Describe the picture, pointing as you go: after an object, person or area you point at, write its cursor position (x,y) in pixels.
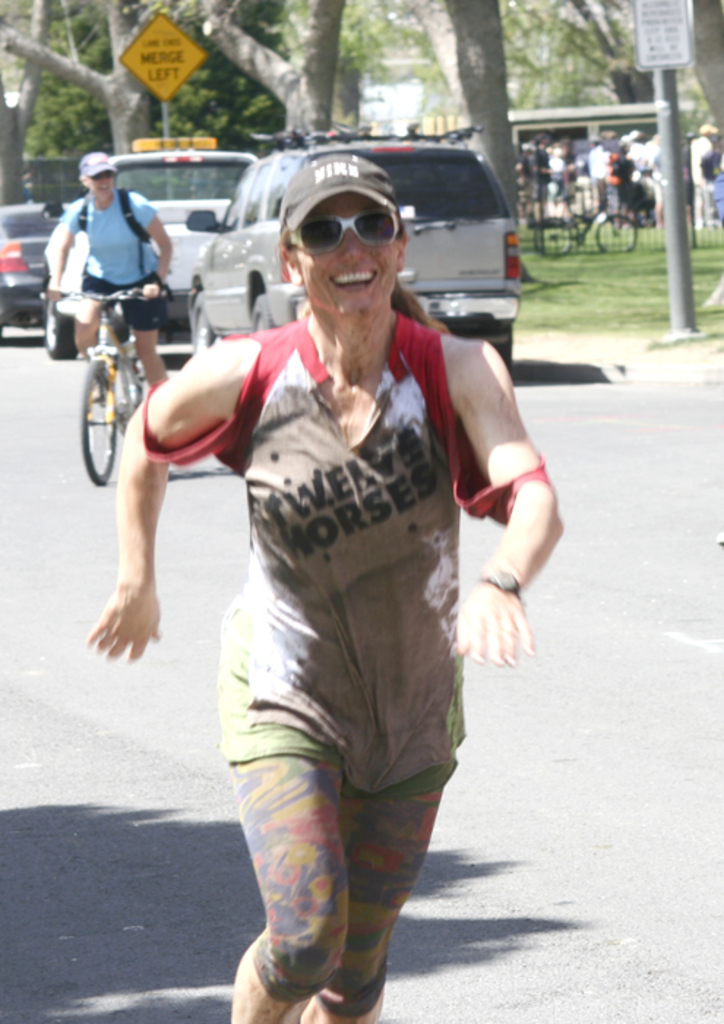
In the center (311,416) we can see one woman (306,671) running and she is smiling. In the background (308,113) there is a sign board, vehicles (460,182), trees (126,140), grass (707,278), pole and few persons (554,162) were standing.
